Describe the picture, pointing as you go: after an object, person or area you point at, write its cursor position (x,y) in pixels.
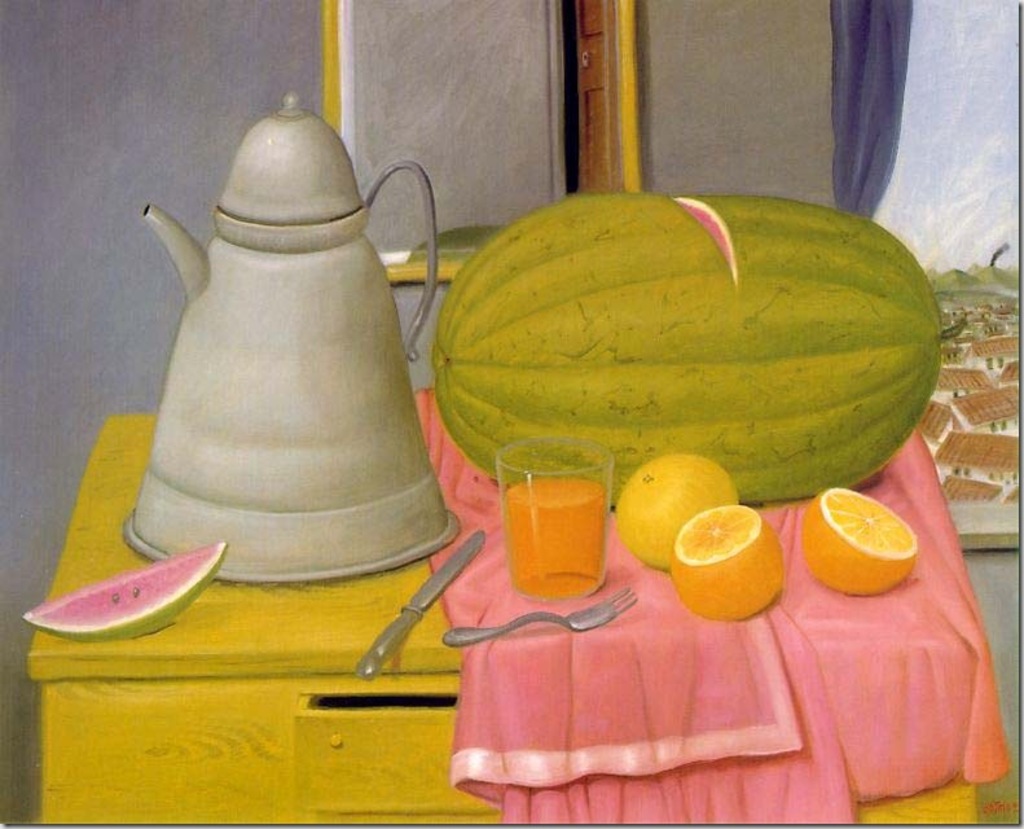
This image consists of a poster (318,102) with an art (932,575). In the background (103,97) there is a wall (102,154) with a picture frame (552,17) on it. In the middle of the image (432,547) there is a table (268,698) with a jug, a table cloth (847,704), a knife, fork (602,609), watermelon (662,264), a watermelon slice (121,619), a glass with juice (579,558) and oranges (685,549) on it.
